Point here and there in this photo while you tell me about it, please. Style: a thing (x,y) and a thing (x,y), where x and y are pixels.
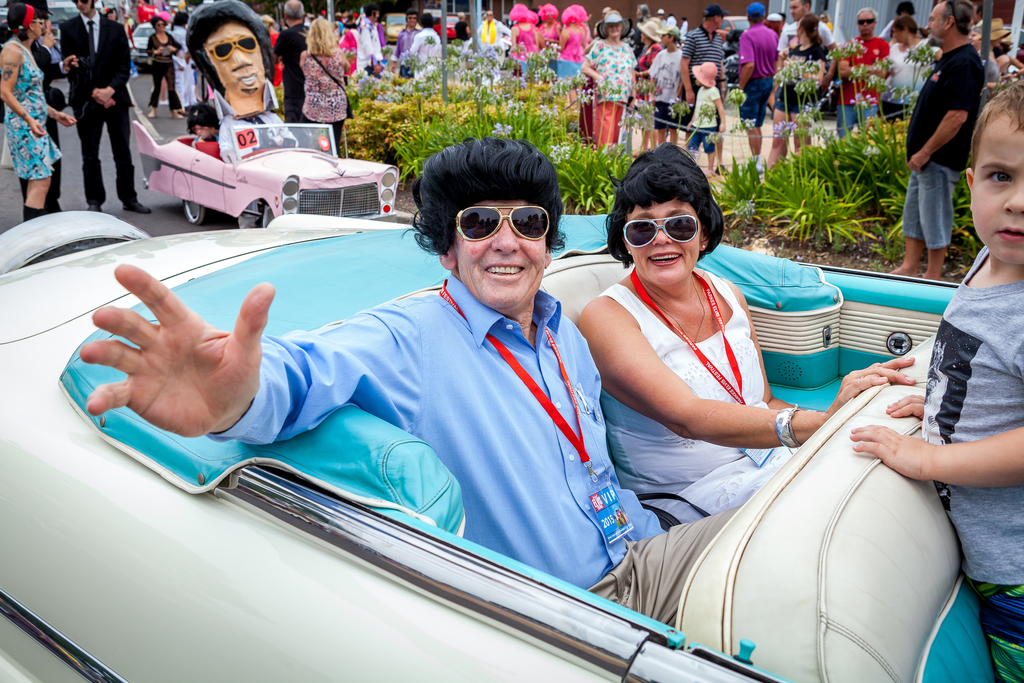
In this picture there are people (951,429) and we can see cars (254,149) on the road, plants (452,83), flowers (464,78) and poles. We can see statue (264,102) of a person (234,79) in a car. In the background of the image (679,15) we can see vehicles (55,3) and wall (652,5).
